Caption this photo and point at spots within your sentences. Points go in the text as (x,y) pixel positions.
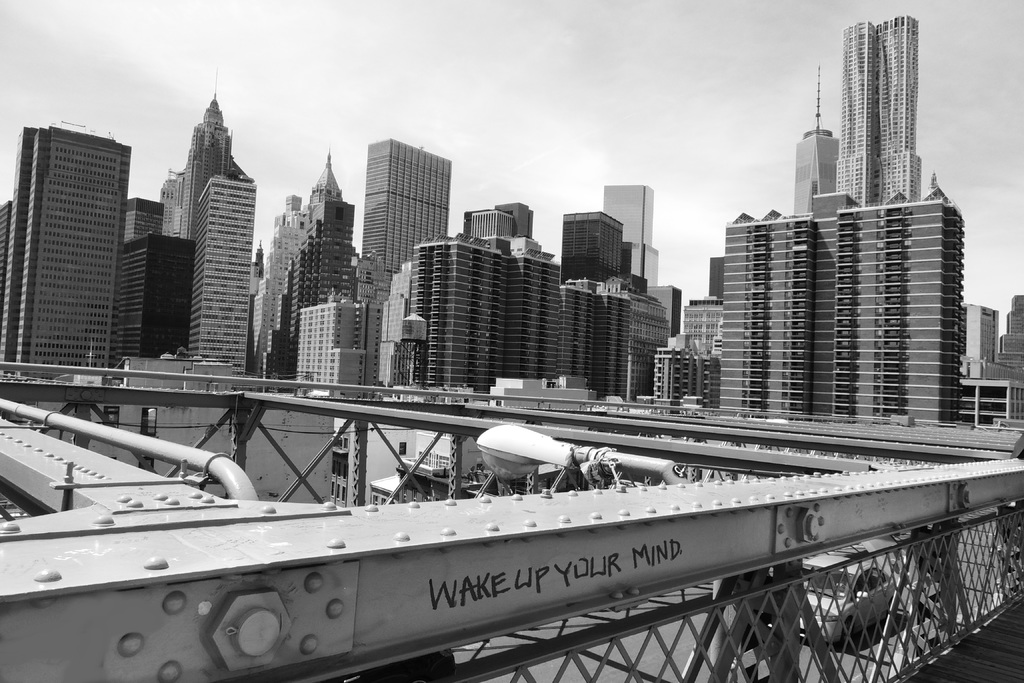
This is a black and white image. I can see the buildings (635,312) and a street light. At the bottom of the image (849,625), there is a car (830,624) on the road (883,626), which is behind the iron fence (934,647). In the background (184,139), I can see the sky (689,106).
